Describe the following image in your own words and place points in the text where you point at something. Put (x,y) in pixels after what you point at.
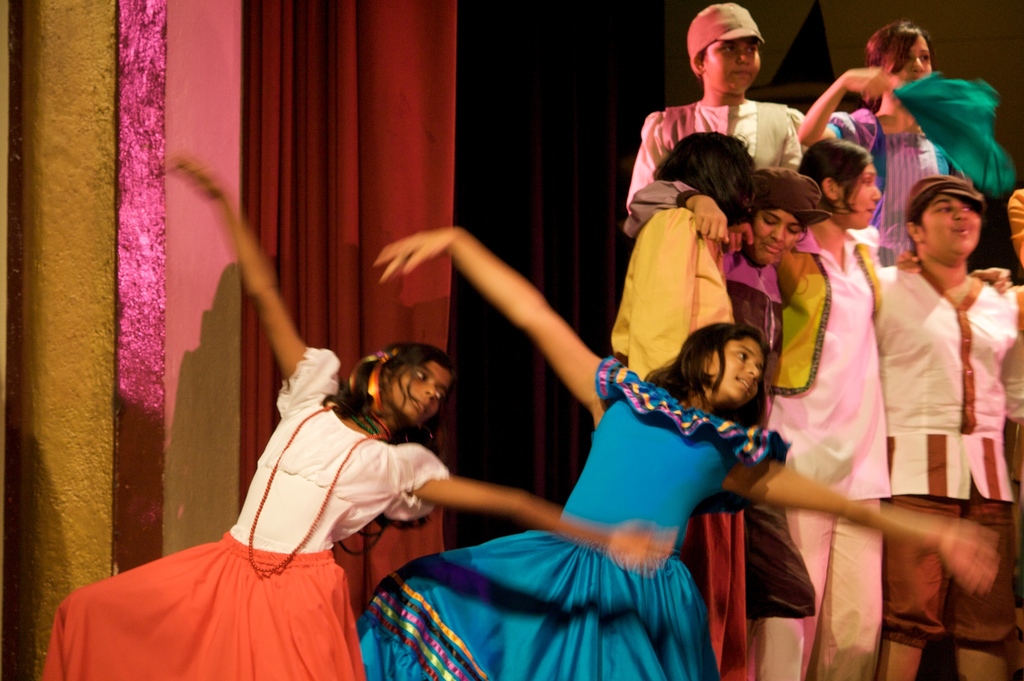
In this image, I can see two girls (636,551) standing and a group of people (787,371) standing. I think this is a curtain (326,240) hanging. This looks like a wall (185,189).
